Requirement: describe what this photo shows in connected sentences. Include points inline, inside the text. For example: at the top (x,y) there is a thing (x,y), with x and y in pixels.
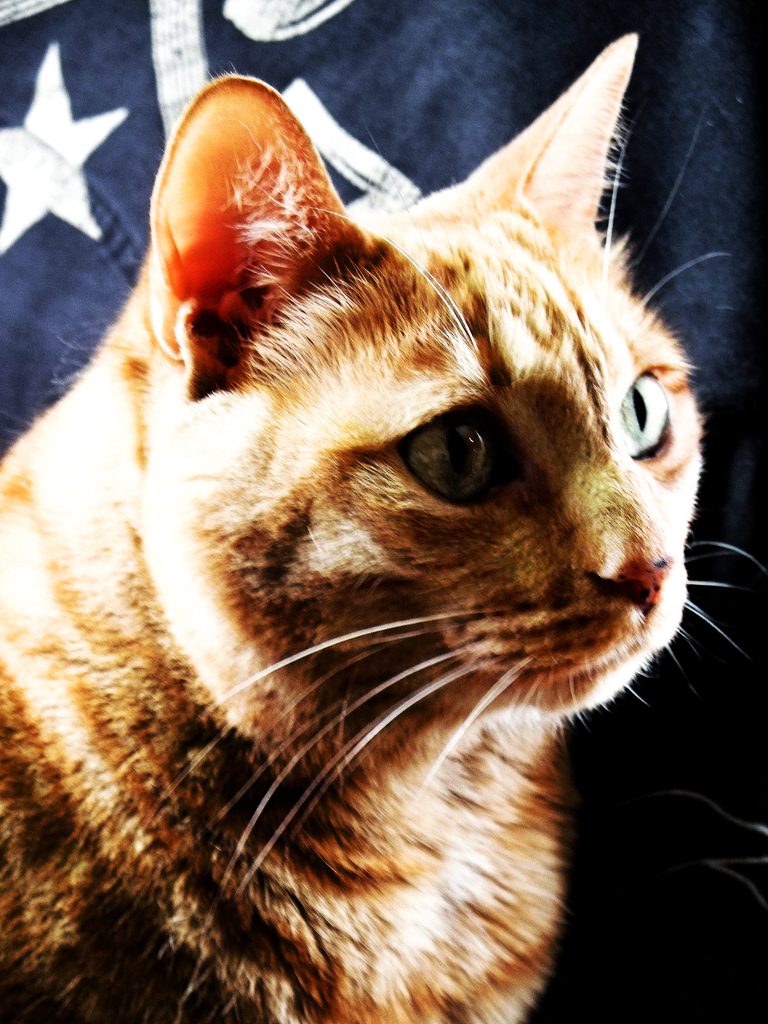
In this image we can see a cat (262,947).
